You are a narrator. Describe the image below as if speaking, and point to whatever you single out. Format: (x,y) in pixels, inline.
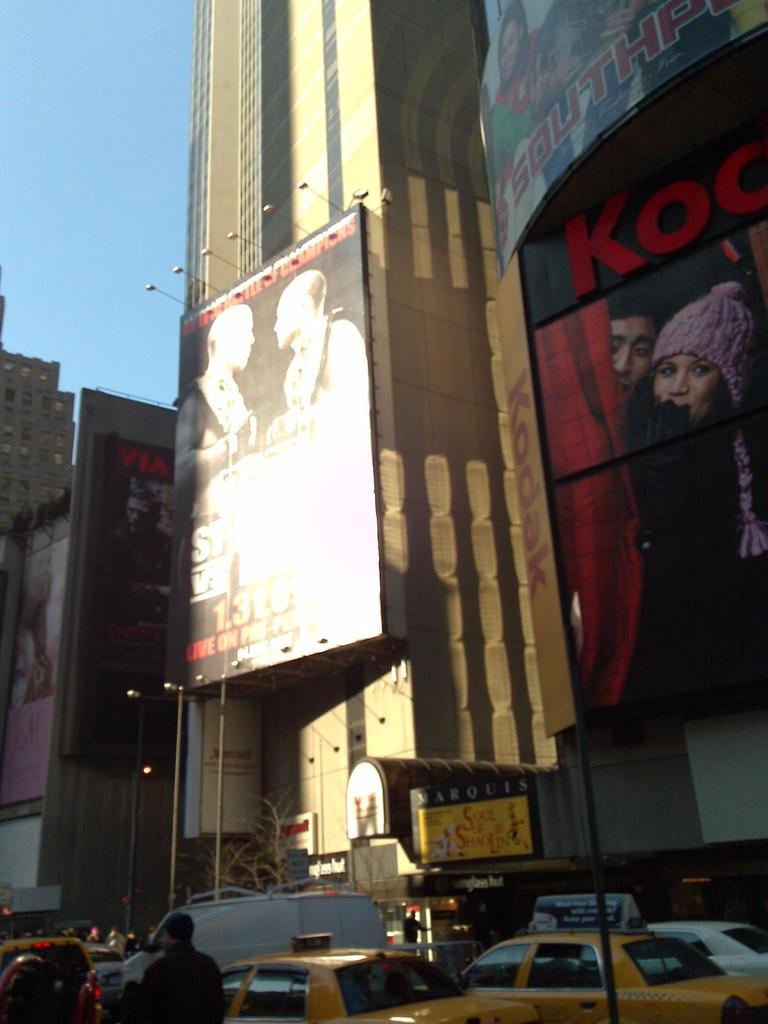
In this picture I can see buildings (685,918) and few hoardings (620,413) with some text (666,25) and human pictures (651,422). I can see few cars (313,972) and a man (158,984) and I can see few lights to the hoarding (355,494) and a blue sky (152,188).
